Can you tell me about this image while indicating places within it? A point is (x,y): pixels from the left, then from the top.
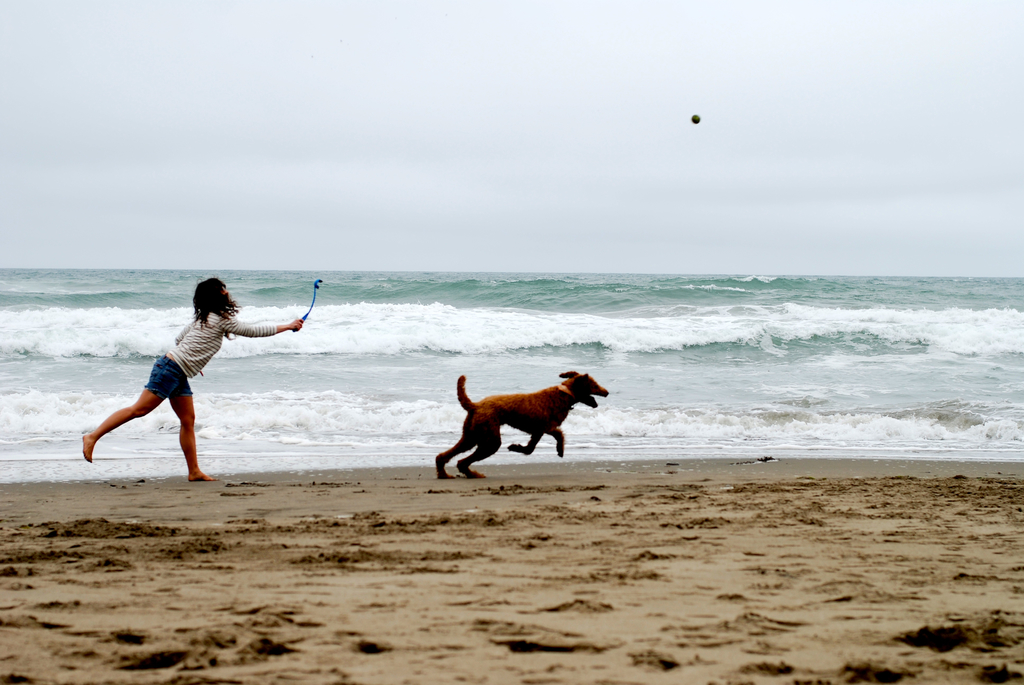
In the image we can see a woman (166,385) wearing clothes (176,353) and holding a stick (306,317) in hand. We can even see a dog (540,409) running. Here we can see the beach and the sky (336,141).
